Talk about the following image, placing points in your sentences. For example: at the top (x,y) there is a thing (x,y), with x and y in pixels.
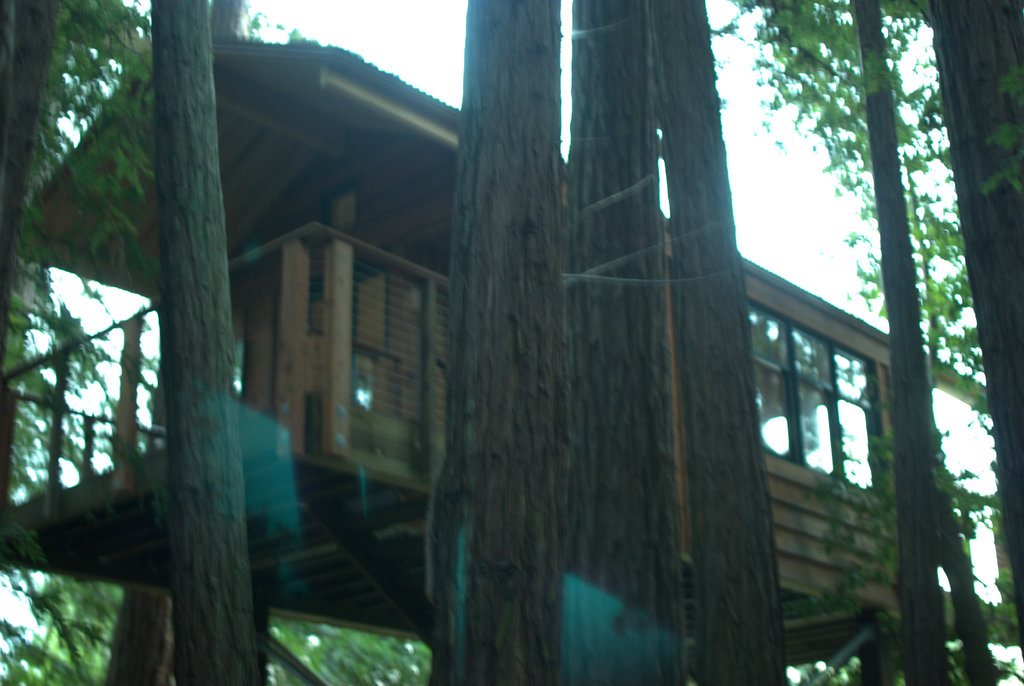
In this image we can see many trees (646,412). Also there is a tree house (331,413). In the background (370,38) there is sky (764,264).
